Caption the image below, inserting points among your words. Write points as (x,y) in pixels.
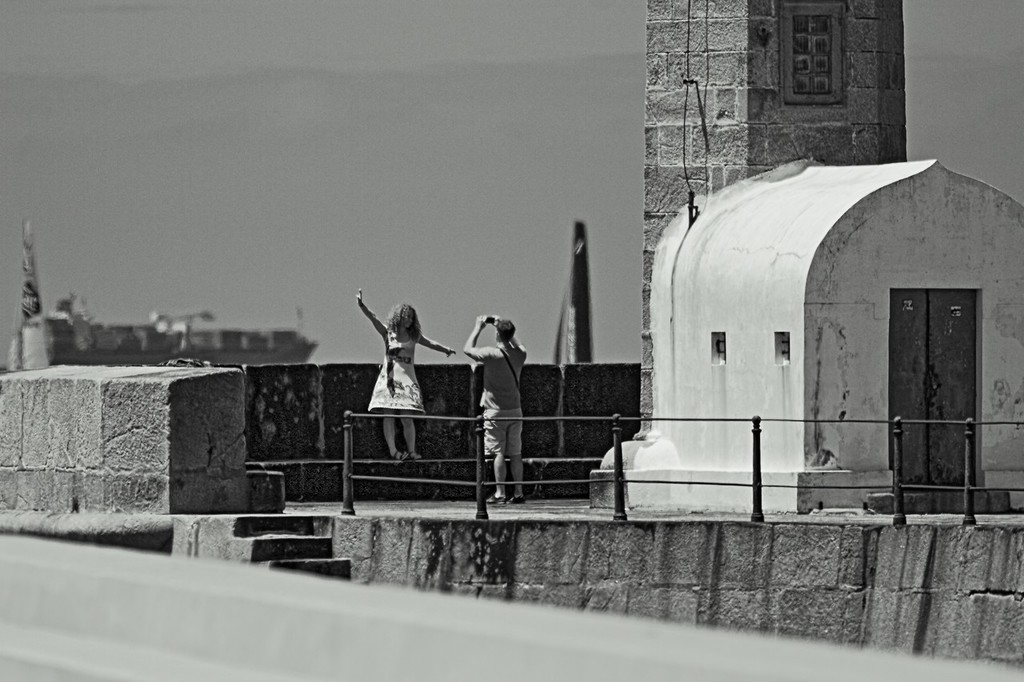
This is a black and white picture, in this image we can see two persons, among them one person (483,400) is holding a camera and taking a picture of the other person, also we can see the stairs (308,524), doors (893,330), wall (98,407), railing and a shed (880,327), in the background (475,107) we can see the sky (571,150).
